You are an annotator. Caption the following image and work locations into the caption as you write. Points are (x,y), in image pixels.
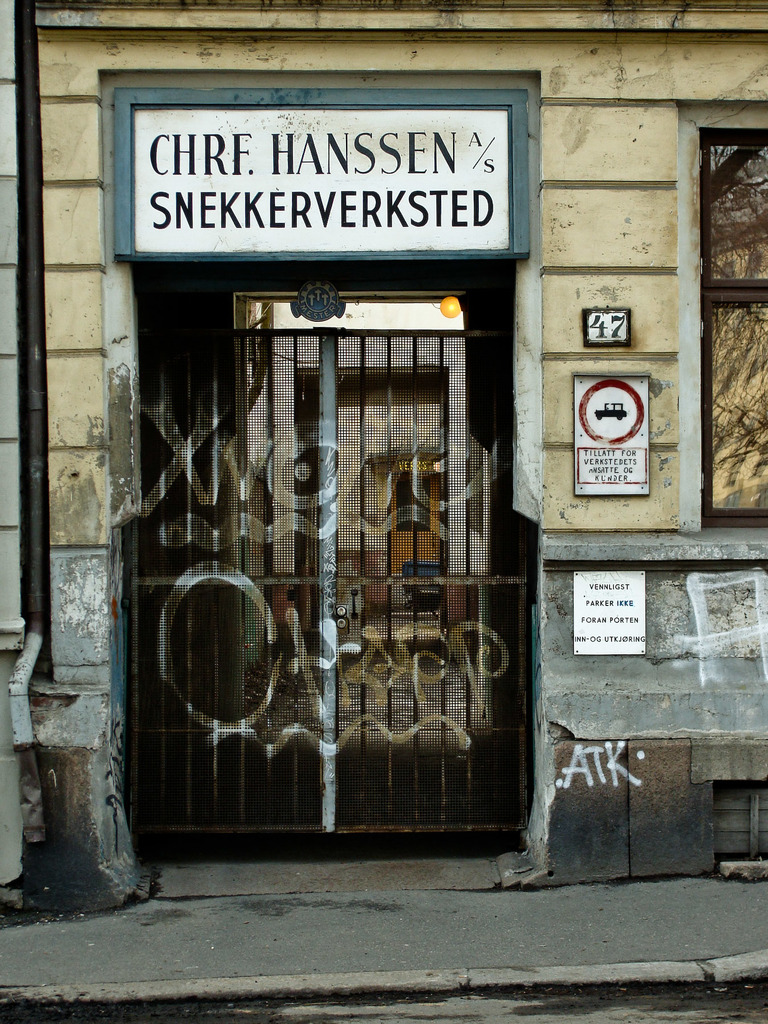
In this image I can see a gate (275,501) and a white color board (418,133) attached to the wall (586,202) and I can see the building (597,240) in cream color and I can see few papers (639,575) attached to the building (620,301).
